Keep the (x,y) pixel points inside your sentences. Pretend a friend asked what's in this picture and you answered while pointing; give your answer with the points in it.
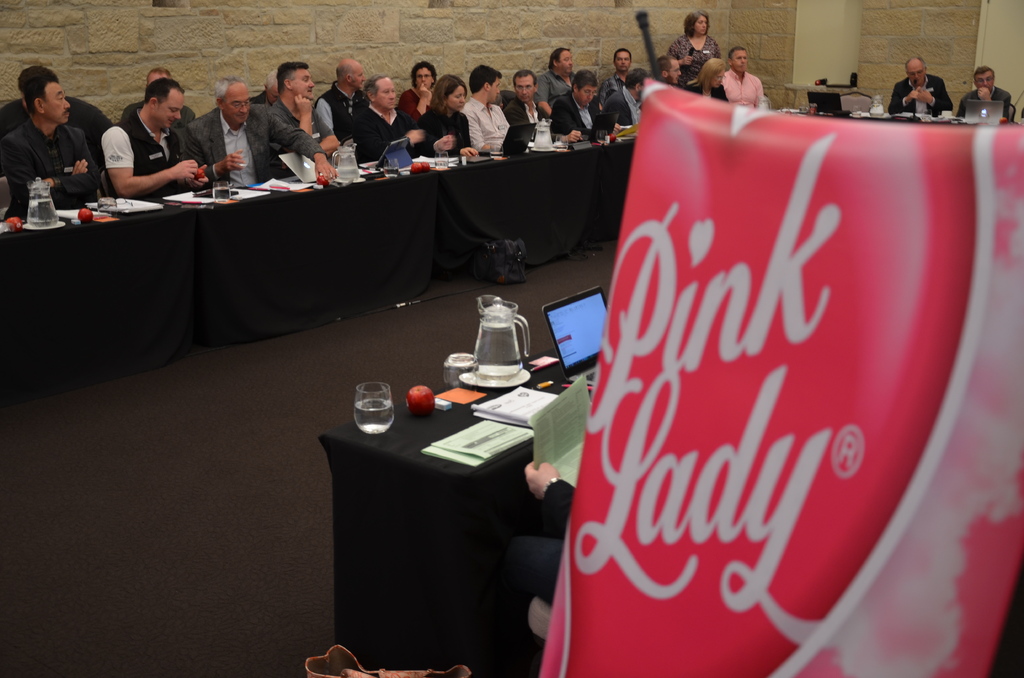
This image consists of many people (539,117) sitting in the chairs (0,188). It looks like a conference hall (273,339). The tables (4,278) are covered with black clothes (369,253). At the bottom (163,563), there is a floor (155,524). In the background (172,25), there is a wall (393,14).
